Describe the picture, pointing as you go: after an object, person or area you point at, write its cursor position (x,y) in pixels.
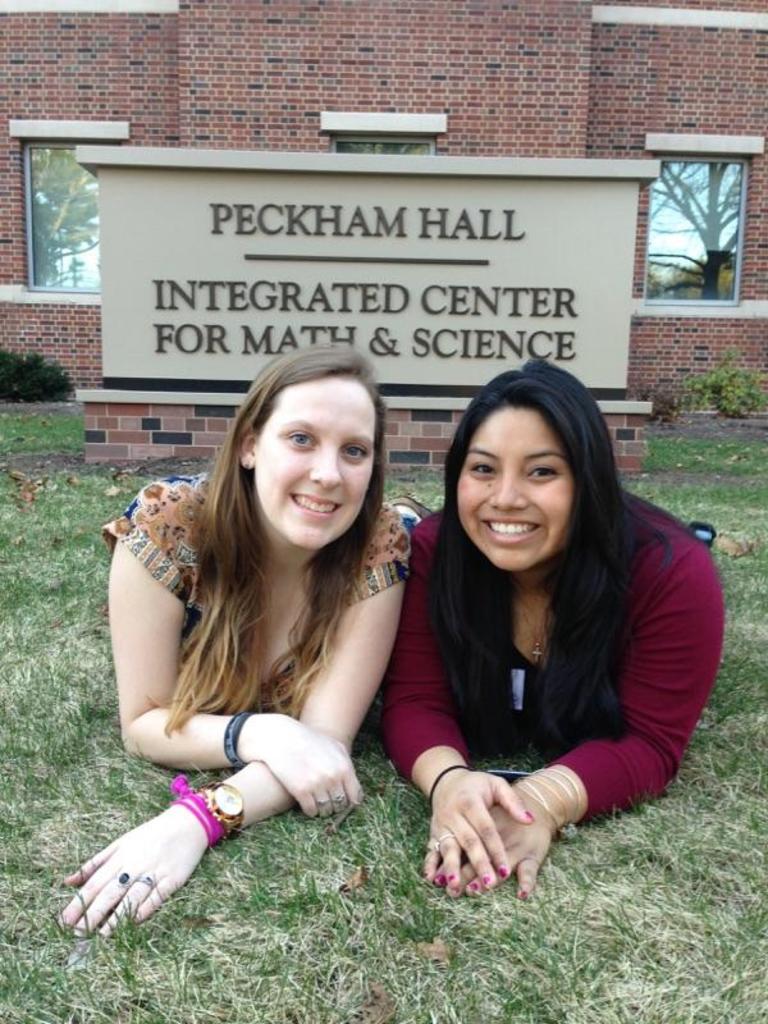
In this image I can see two persons (321,718) lying on the ground (753,750). The person (461,750) at right (700,614) wearing maroon color dress (669,558), and the person (222,556) at left (239,559) wearing brown color dress (203,555). Background (244,35) I can see a brick wall (510,83).
